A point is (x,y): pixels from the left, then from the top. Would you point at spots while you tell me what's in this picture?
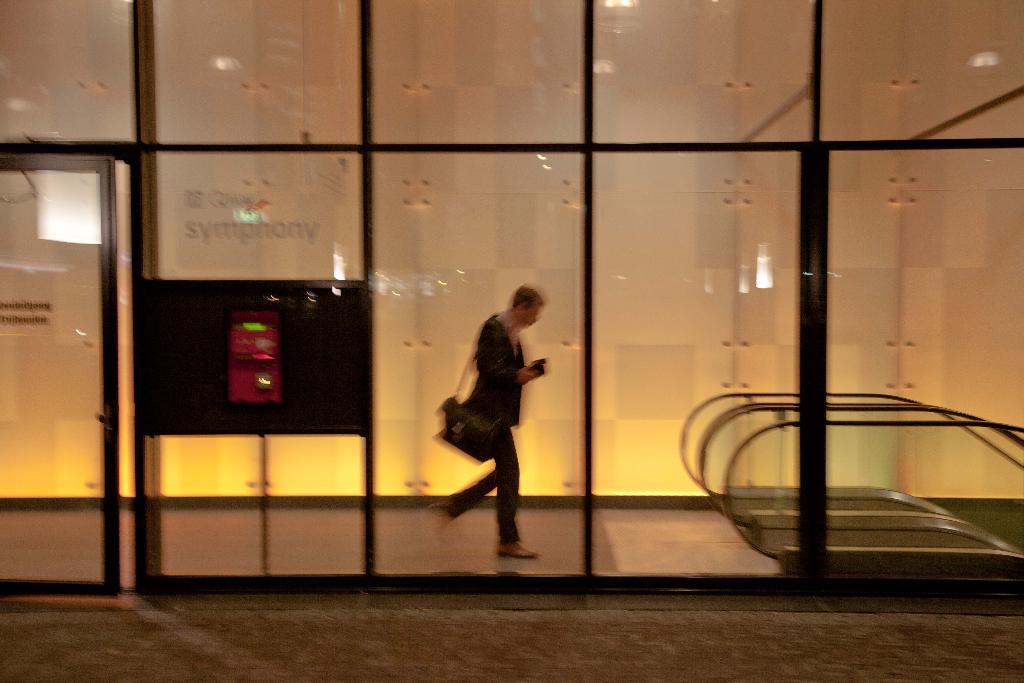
In this picture there is a person (480,483) holding the object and he is walking. In the foreground (811,472) there is a glass wall (844,392) and there is an object (323,411) and there is text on the wall (697,284). Behind the wall (713,312) there are escalators (757,507) and there are reflections of light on the wall (541,131). At the bottom (521,594) there is a floor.
